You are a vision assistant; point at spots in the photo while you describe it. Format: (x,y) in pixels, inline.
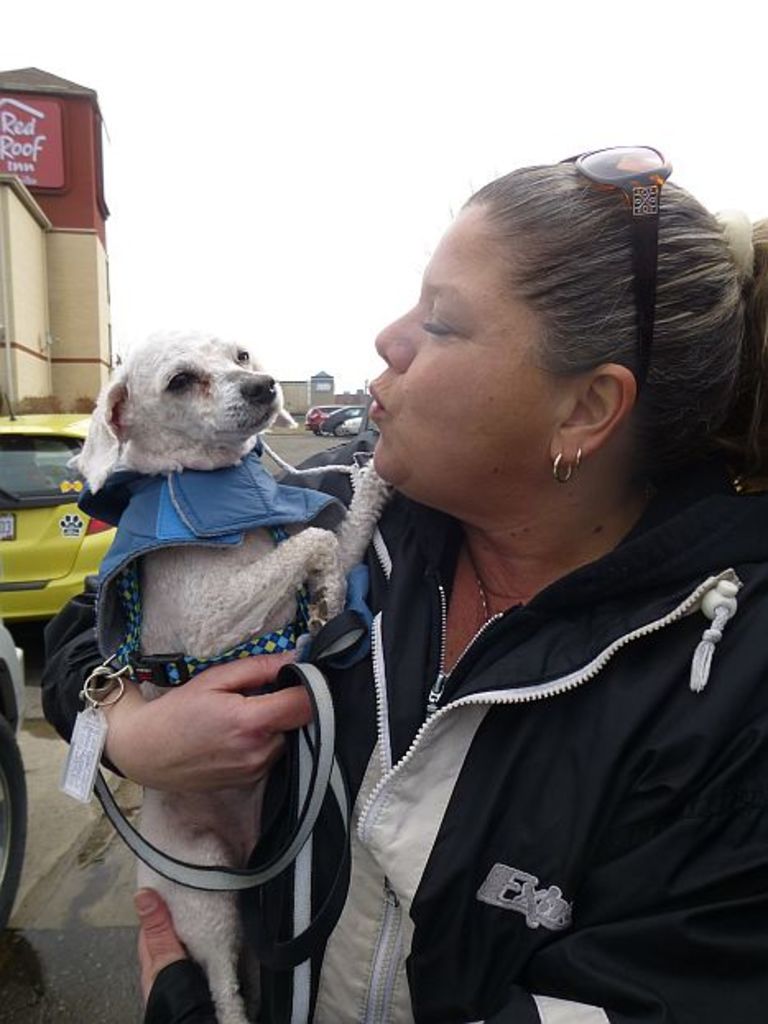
In this image we can see a lady (405,764) standing and holding a dog (259,802). In the background (9,497) there are cars (9,479) on the road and we can see buildings (52,200). At the top (430,103) there is sky (486,168).
